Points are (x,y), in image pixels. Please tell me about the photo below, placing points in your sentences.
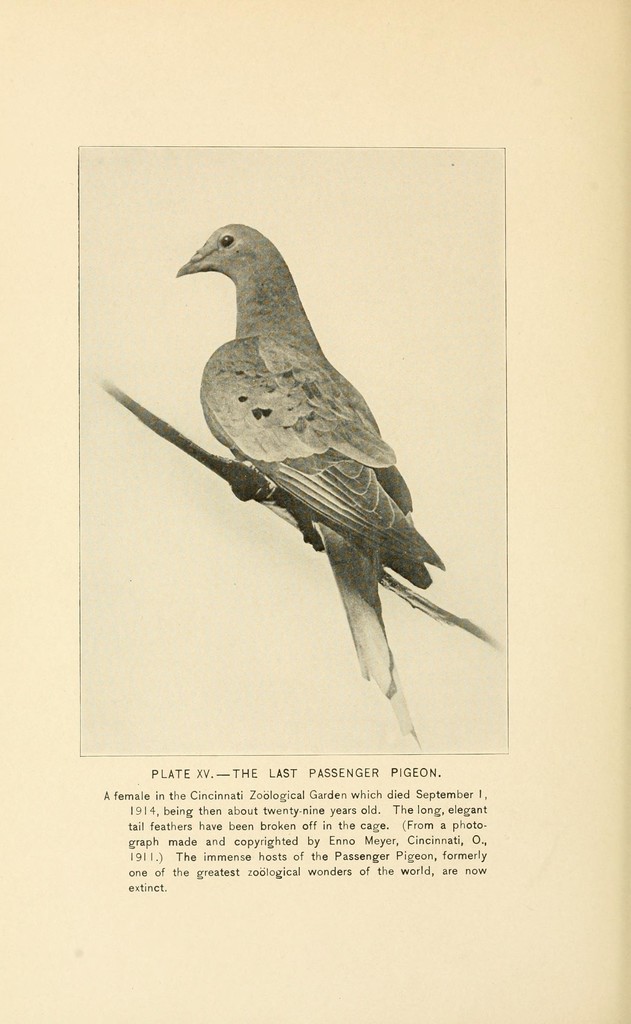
In the center of the image (419,533) we can see the paper (433,545). On the paper (279,971), we can see a bird (402,557) on some object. At the bottom of the image (298,770), we can see some text (220,777).
